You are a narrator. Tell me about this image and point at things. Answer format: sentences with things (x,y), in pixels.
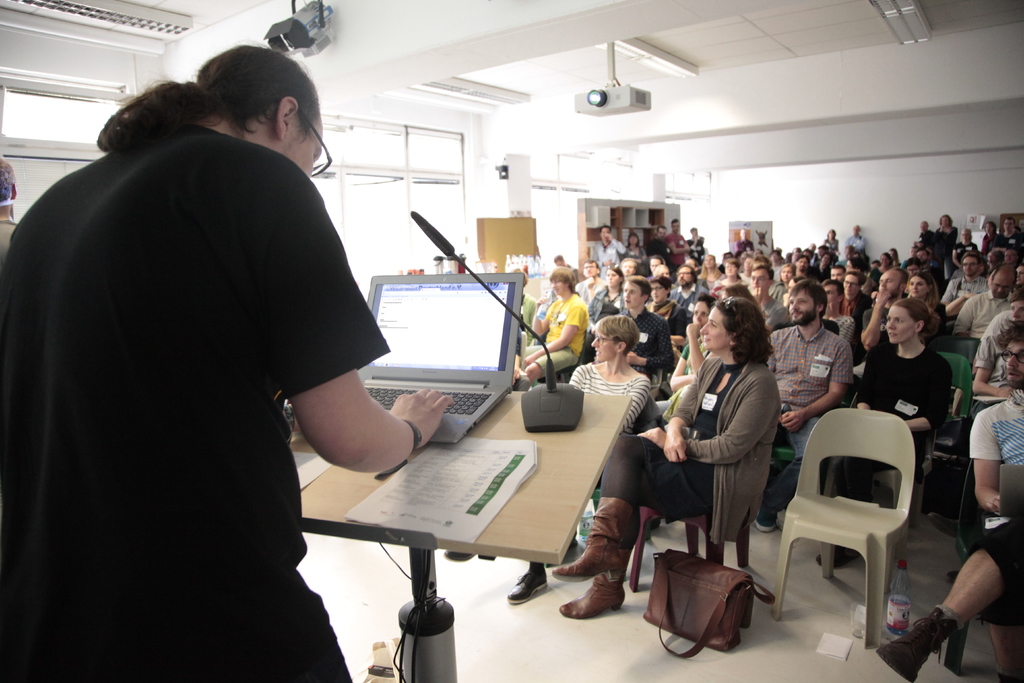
This is a picture where we have a group of people (939,308) sitting on the chairs (827,456) in front of them there is a guy (202,303) in black color who is standing in front of a desk (549,477) where there is a mike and there is a projector (625,95) in the room (638,118).
